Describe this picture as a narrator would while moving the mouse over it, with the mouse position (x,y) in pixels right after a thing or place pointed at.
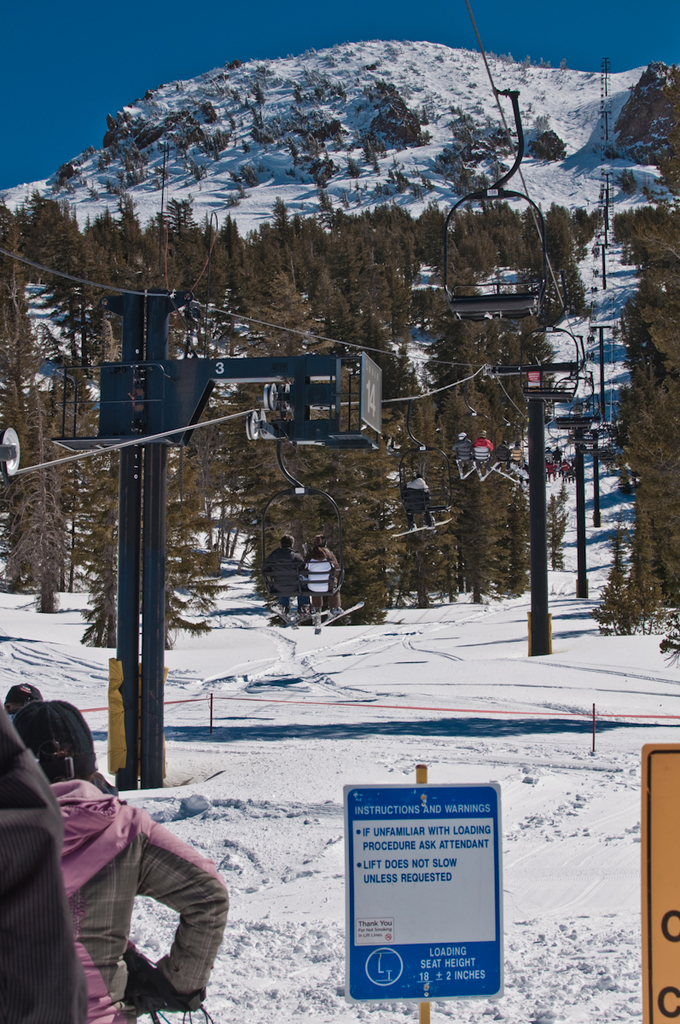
This image is taken outdoors. At the bottom of the image (284,890) there is a ground (549,959) covered with snow (553,827) and there are two boards (459,886) with text (395,847) on them. At the top of the image (130,45) there is the sky (352,39). In the background (275,102) there is a hill (243,158) covered with snow (284,105) and there are many trees (352,496) and plants (424,304). There are many poles (541,483) and a few chairlifts (554,393). Two persons (307,573) are sitting on a chairlift (284,594). On the left side of the image (134,839) there are a few people (56,855).
